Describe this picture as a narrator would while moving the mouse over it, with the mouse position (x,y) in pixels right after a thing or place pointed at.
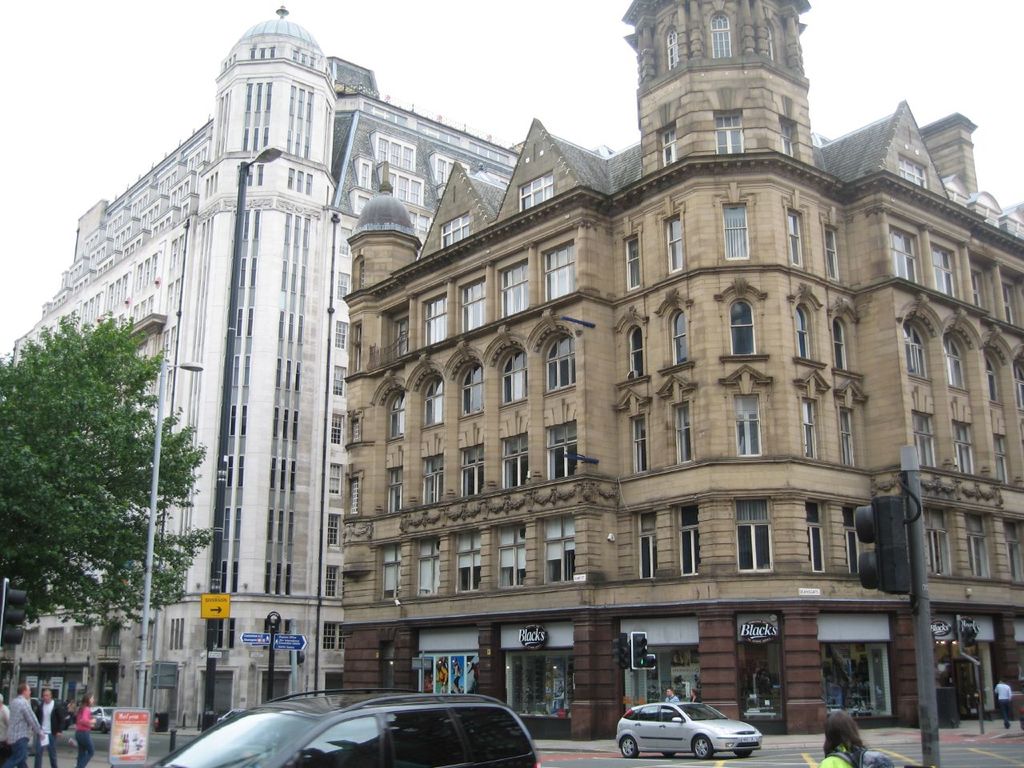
There are vehicles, people (48,747), traffic signal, sign boards (136,717) and poles (143,617) on the road (908,752). There is a tree (44,428) at the left (45,413). There are buildings (466,293) at the back (617,271).
